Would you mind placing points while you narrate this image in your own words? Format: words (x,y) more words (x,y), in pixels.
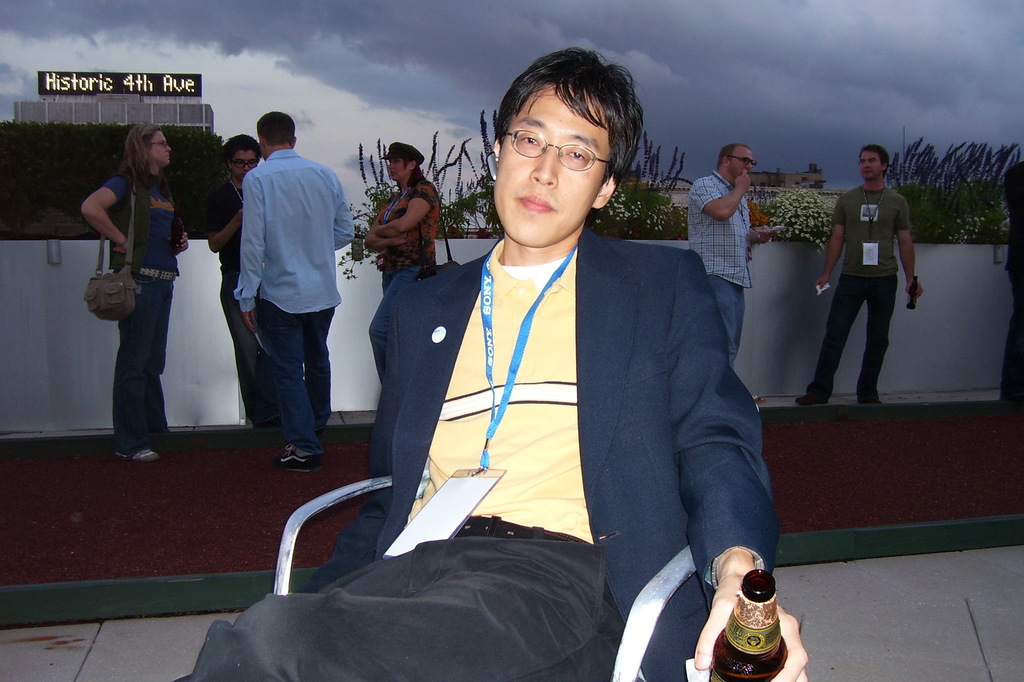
This picture is of outside. In the center (638,302) there is a man (622,424) wearing blue color blazer (651,427), holding a bottle (748,626) and sitting on the chair (627,666). On the right (862,186) there is a man (879,224) wearing green color t-shirt (886,269) holding a bottle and standing and a man (712,215) wearing white color shirt (720,235) and standing. On the left (277,208) there are group of people (284,232) standing. In the background (979,193) we can see the plants (774,205), sky (637,68) full of clouds (28,71) and the buildings (84,109).
